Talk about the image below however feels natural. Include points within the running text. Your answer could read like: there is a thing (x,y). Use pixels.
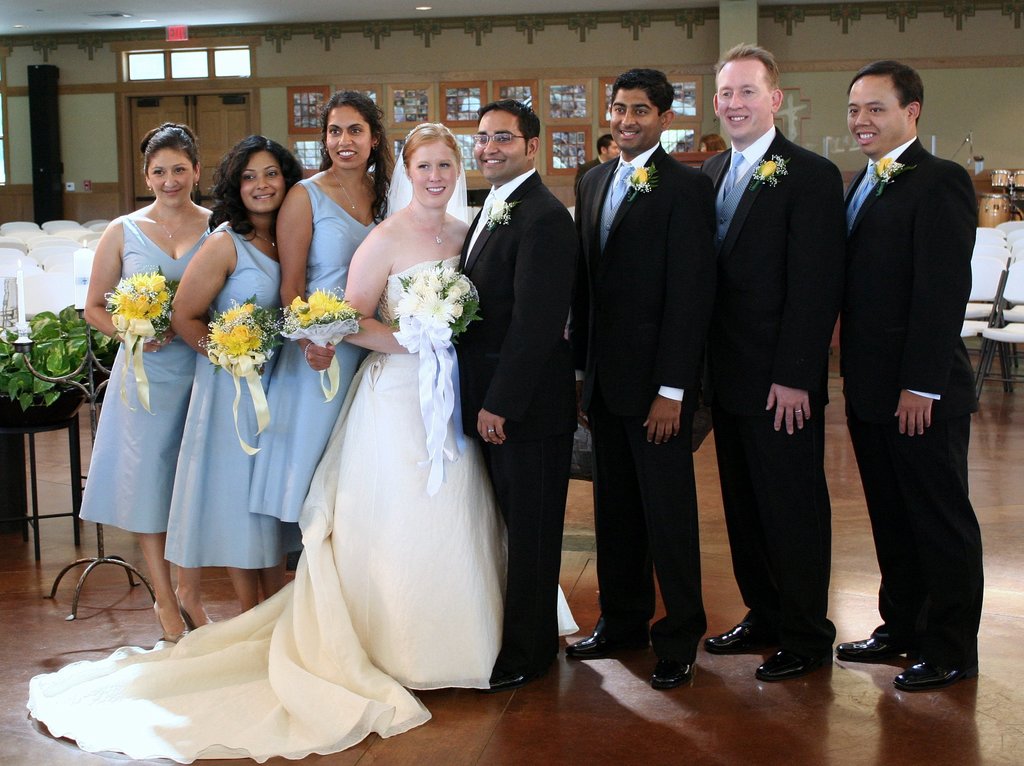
This picture is clicked inside. In the center (349,335) we can see a woman (431,238) wearing white color dress (404,277), holding a bouquet (448,294), smiling and standing on the ground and we can see the group of women (231,239) wearing blue color dress (356,247), holding bouquet (333,324) and standing on the floor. On the right (915,218) we can see the group of men (945,271) wearing black color suits (763,276), smiling and standing on the floor (868,561). In the background (534,56) we can see the wall (480,44), wooden door (244,94), roof (141,1), ceiling lights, chairs (54,269), candles (21,302), house plants (34,351) and many other objects (1011,196).
